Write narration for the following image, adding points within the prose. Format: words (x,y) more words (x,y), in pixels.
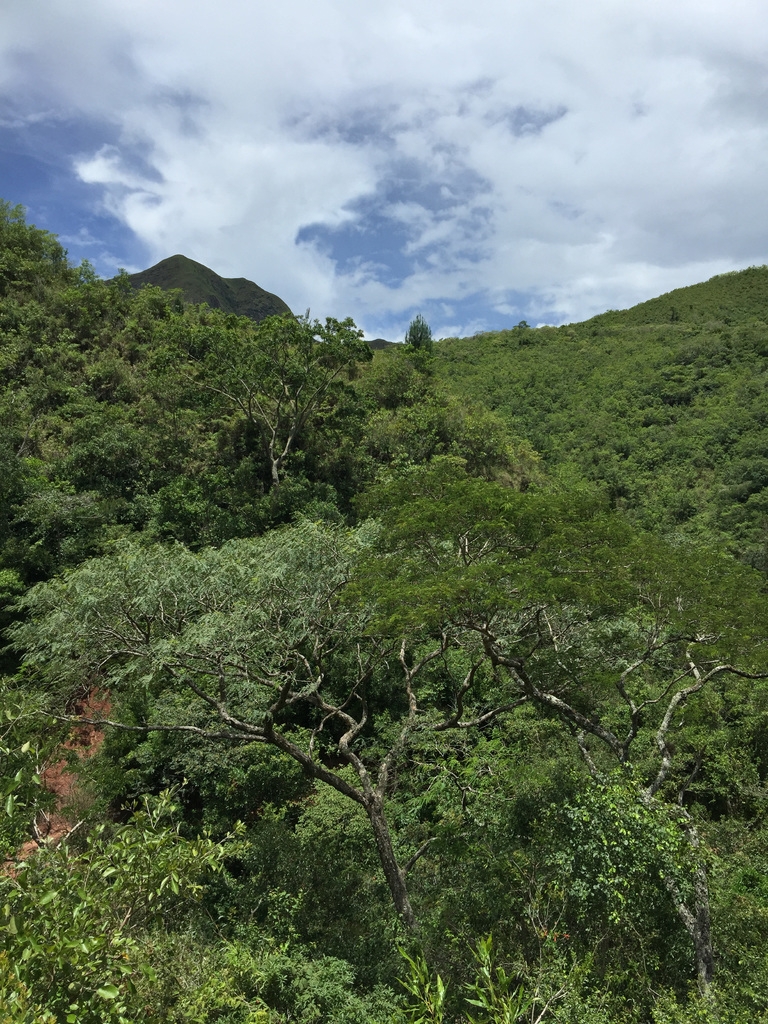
In this picture we can see trees (135,663), a path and hills (426,377). At the top of the image (294,122), there is the cloudy sky (312,106).
